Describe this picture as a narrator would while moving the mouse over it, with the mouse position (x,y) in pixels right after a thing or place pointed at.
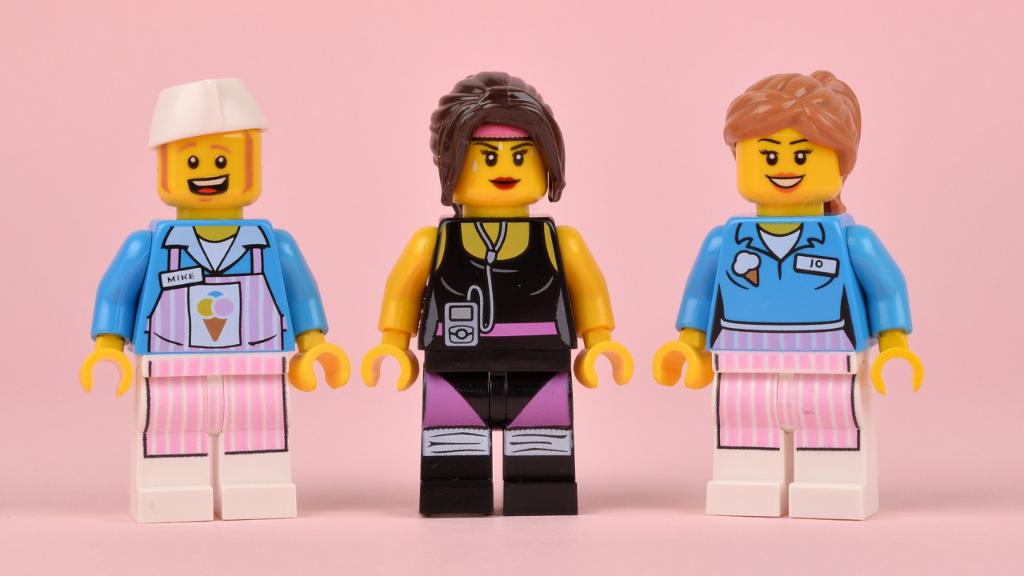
In this picture I can see three Lego toys (520,441) on an object (161,541).
